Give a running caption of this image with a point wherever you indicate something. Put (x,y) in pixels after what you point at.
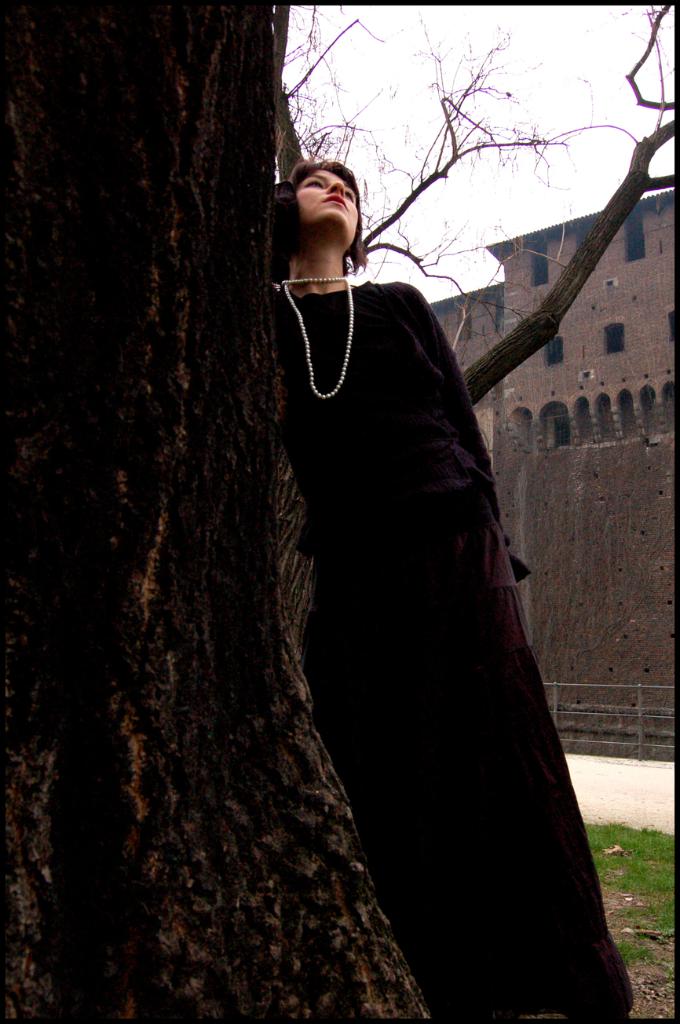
In the foreground of this picture (378,405) we can see a person (325,365) wearing black color dress (357,428) and leaning on the trunk (230,552) of the tree (160,107). In the background (460,35) we can see the sky (597,84), building (626,317) and the green grass (621,844) and we can see the branches (616,194) of the tree (377,246).
